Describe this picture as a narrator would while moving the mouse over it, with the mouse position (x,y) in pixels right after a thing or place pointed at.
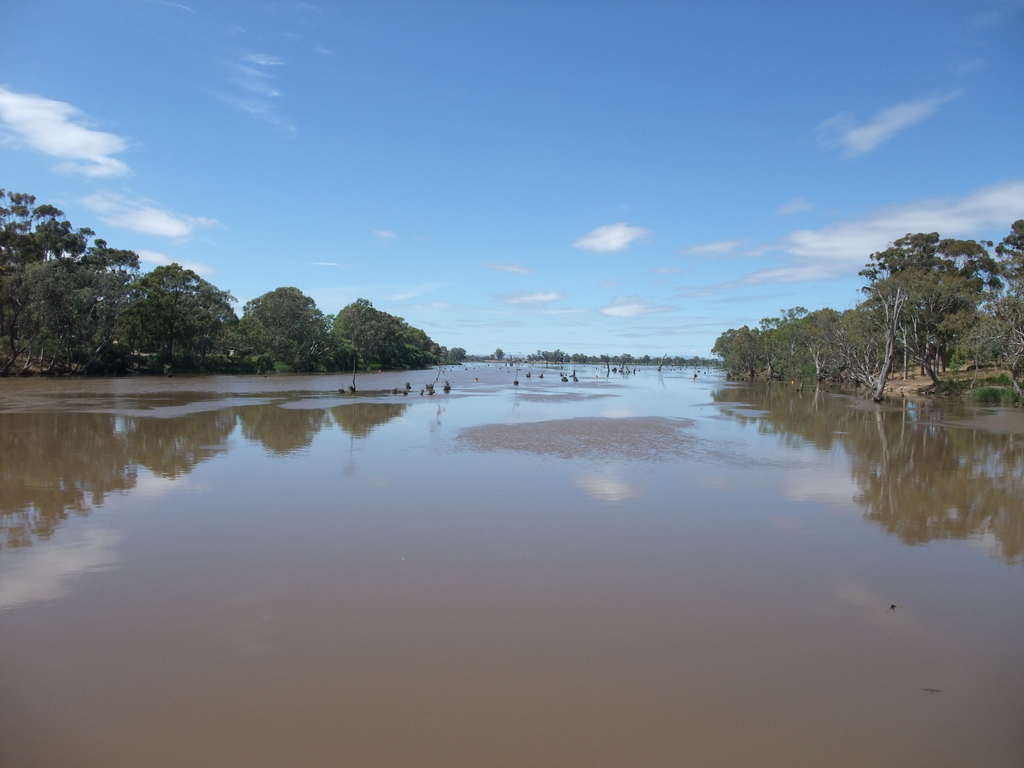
In center of the image (495,368) there is a river (705,724). At both left (21,299) and right sides of the image there are trees (757,338). At the top of the image (361,12) there is a sky (317,151).
